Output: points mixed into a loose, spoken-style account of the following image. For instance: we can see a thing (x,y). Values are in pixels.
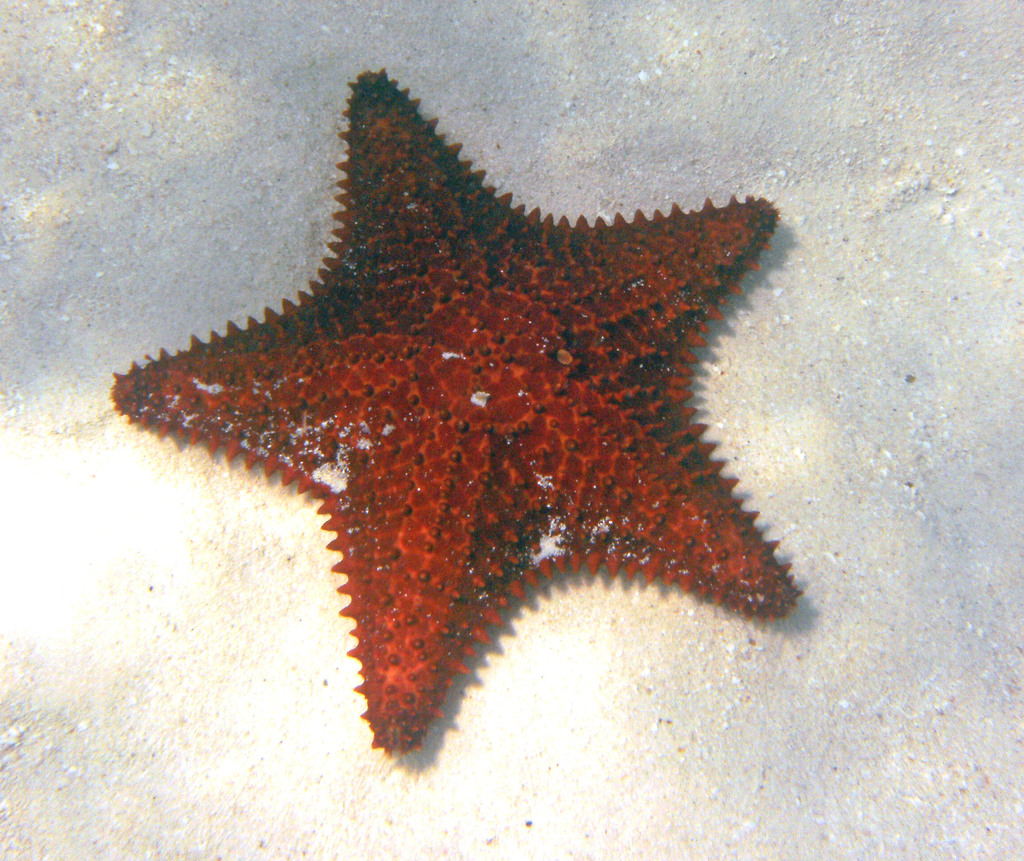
In this image, we can see a starfish (390,553) on the surface (293,572).
